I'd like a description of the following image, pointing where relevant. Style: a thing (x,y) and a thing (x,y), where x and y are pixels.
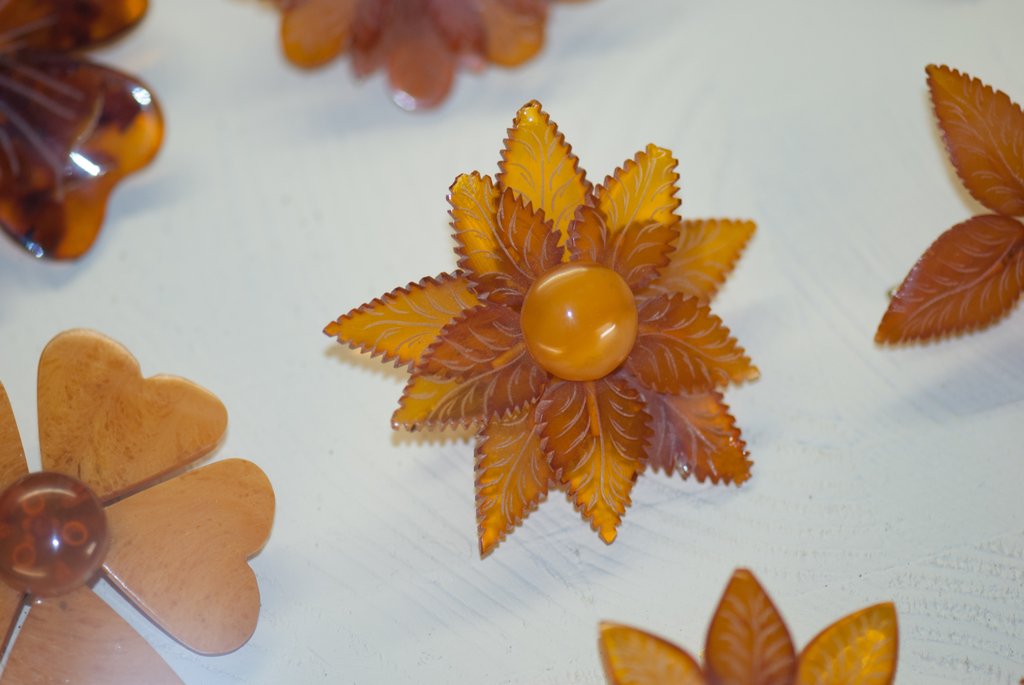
There is a white surface (216,164). On that we can see some brown color artificial flowers (17,83).
